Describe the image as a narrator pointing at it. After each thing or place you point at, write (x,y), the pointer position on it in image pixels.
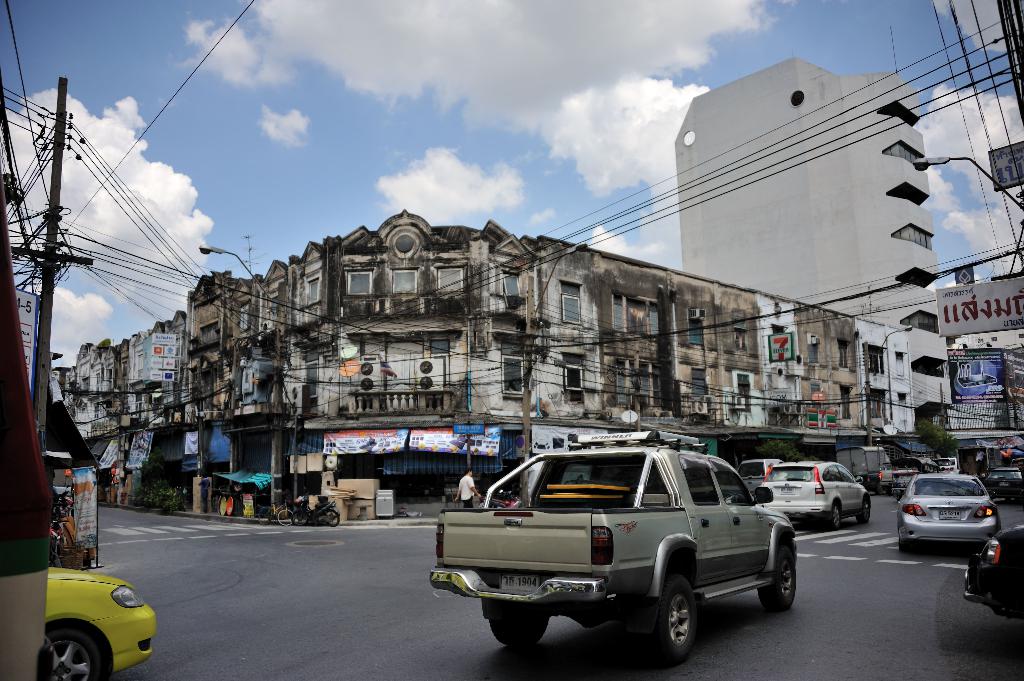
In this image we can see cars (933,530) on the road (159,586). In the background (209,478), we can see buildings (811,362), board (459,432), person (471,501), bike (312,497), light (237,256) and shops (372,467). On the both sides of the image, we can see electric poles (35,253) and wires (17,205). At the top of the image (349,98), we can see the sky (302,92) with some clouds (569,148).
